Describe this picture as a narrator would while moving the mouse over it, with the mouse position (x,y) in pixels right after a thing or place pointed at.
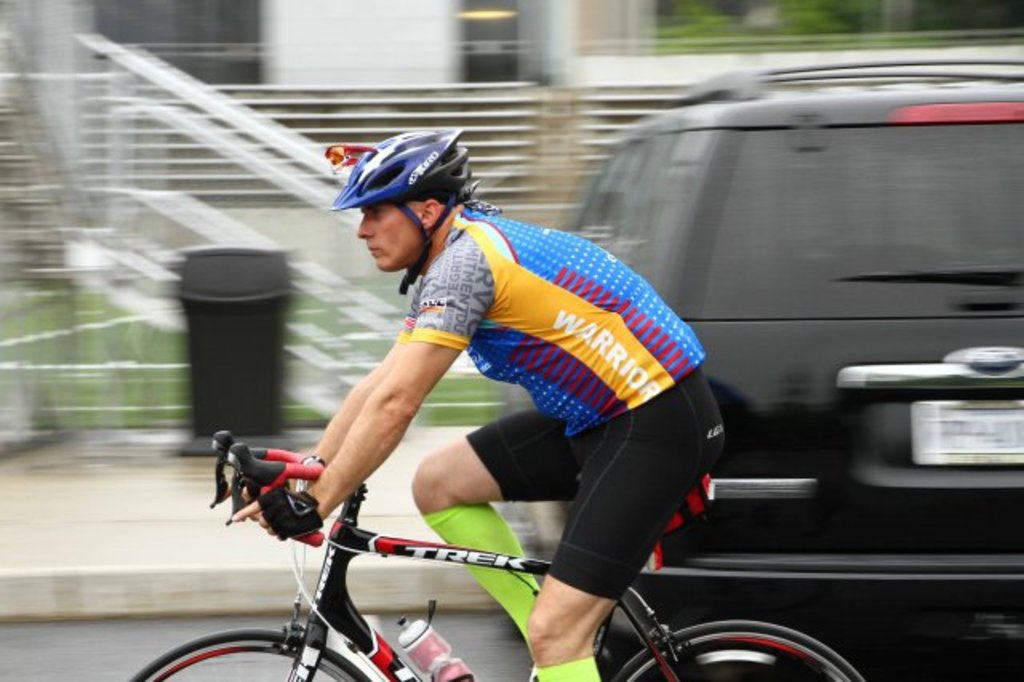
There is a person (573,598) on a bicycle (362,649). He is riding a bicycle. This is a car (814,602).
